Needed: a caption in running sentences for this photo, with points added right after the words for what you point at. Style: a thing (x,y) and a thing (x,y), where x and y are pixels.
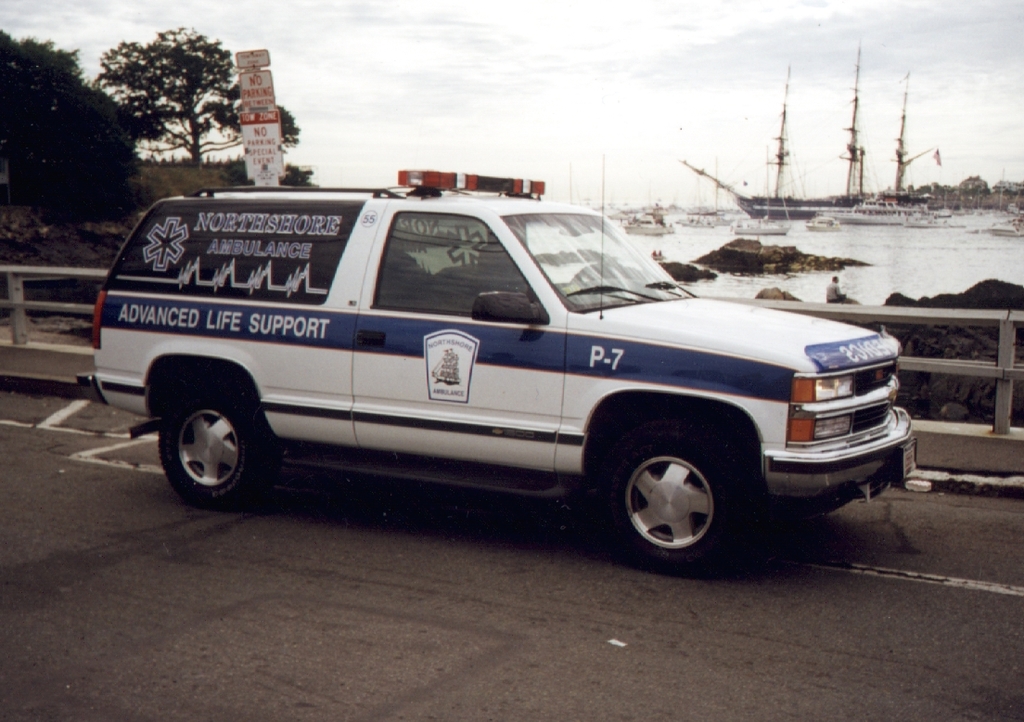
In this image we can see there is a vehicle (536,251) on the road (964,563), behind the vehicle (554,220) there are few ships (761,213) and boats (816,225) on the river (909,238). On the left side of the image (106,134) we can see there are trees (198,152). In the background (486,102) there is a sky (809,58).
